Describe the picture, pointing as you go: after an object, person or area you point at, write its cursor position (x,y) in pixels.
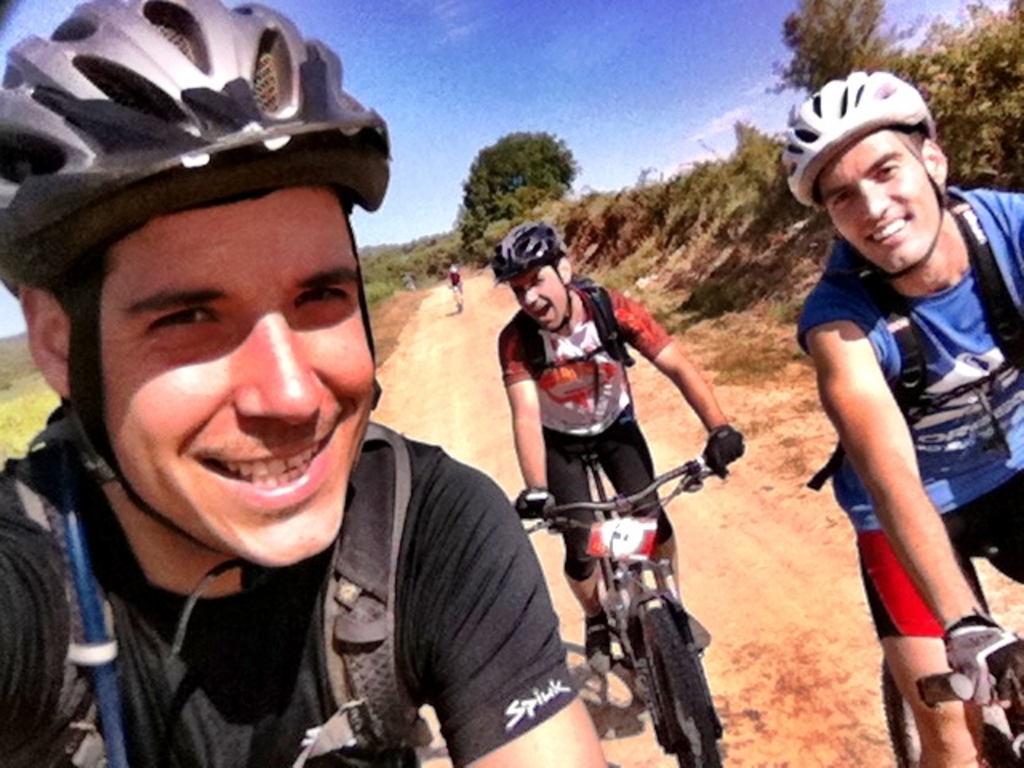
There are three persons (240,505) wearing bags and helmets (380,176). On the right (861,365) two persons (645,328) are on cycle (696,477) and wearing gloves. In the back (552,188) there is road (450,339), trees (538,202) and sky (540,98).
